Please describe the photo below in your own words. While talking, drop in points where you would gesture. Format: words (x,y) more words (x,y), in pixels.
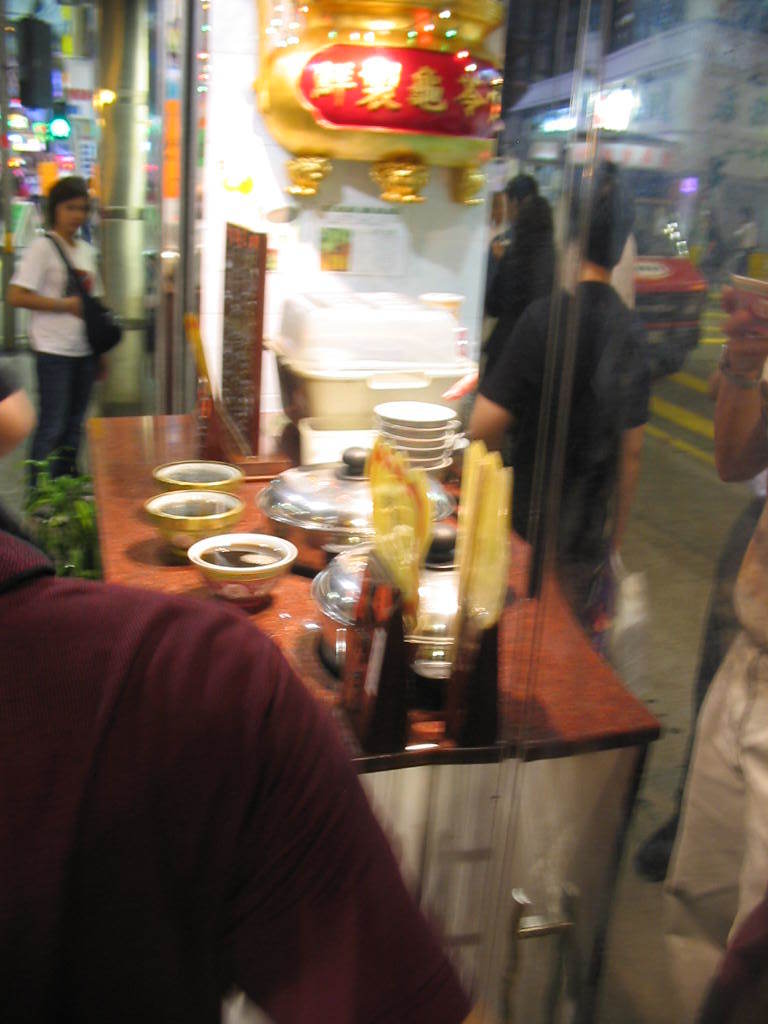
In this image I can see few people (38,652), lights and the glass wall (765,57). In front (378,468) I can see few bowls (210,540), vessels (277,525) and few objects (419,361) on the table (314,660). I can see the gold and red color object (390,129) is attached to the wall (245,140).
